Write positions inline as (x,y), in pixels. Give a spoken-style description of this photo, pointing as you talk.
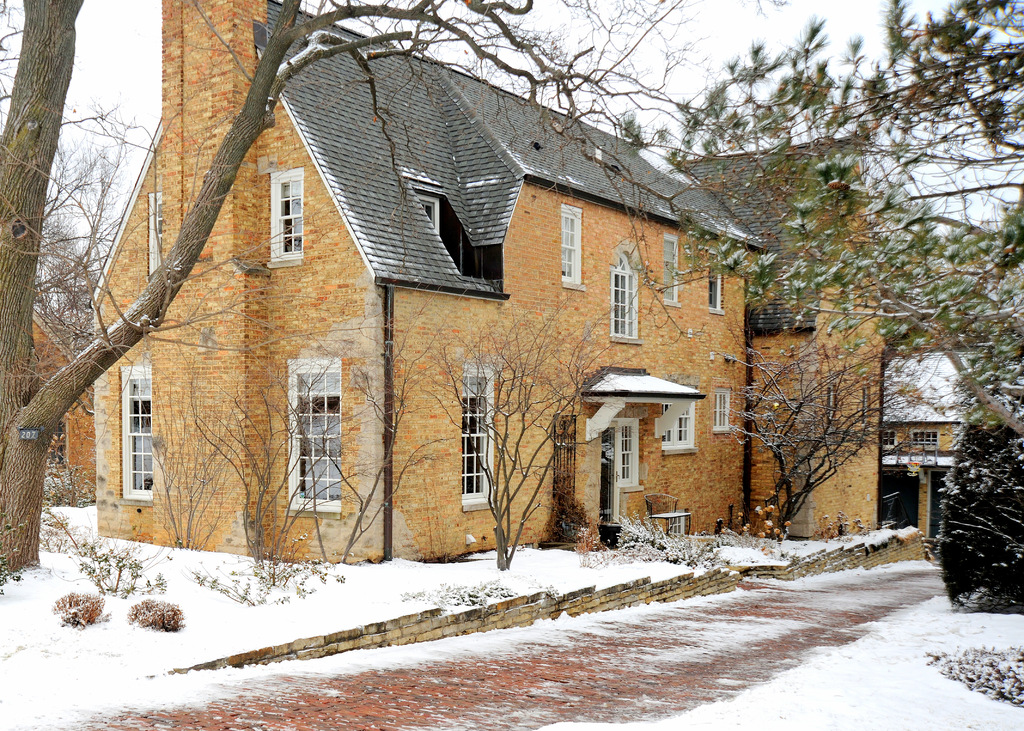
In this image we can see the buildings (468,330). In front of the buildings (630,433) we can see there are trees (949,260), snow (921,680) and sky (726,26).
